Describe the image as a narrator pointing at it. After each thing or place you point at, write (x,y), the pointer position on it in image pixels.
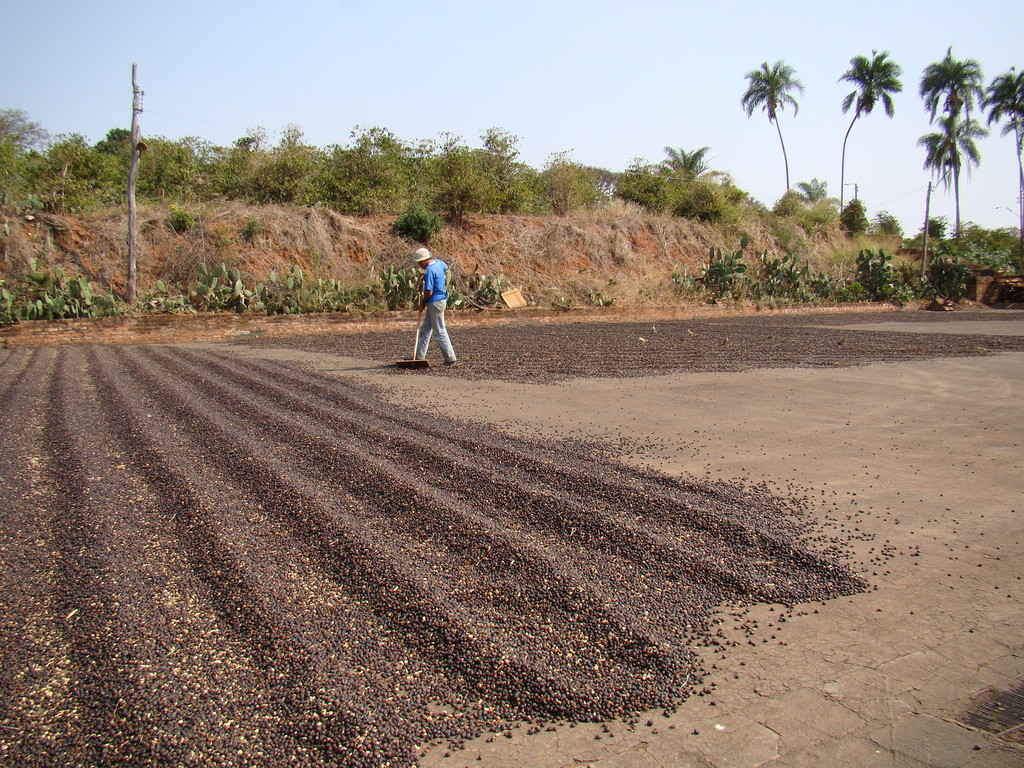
In this image I can see the ground (968,506) and few black and cream colored objects (315,531) on the ground (340,522). I can see a person (437,331) standing and holding an object (420,330) in his hand (418,309). In the background (133,247) I can see few trees (209,191), few poles (130,260) and the sky (525,127).
